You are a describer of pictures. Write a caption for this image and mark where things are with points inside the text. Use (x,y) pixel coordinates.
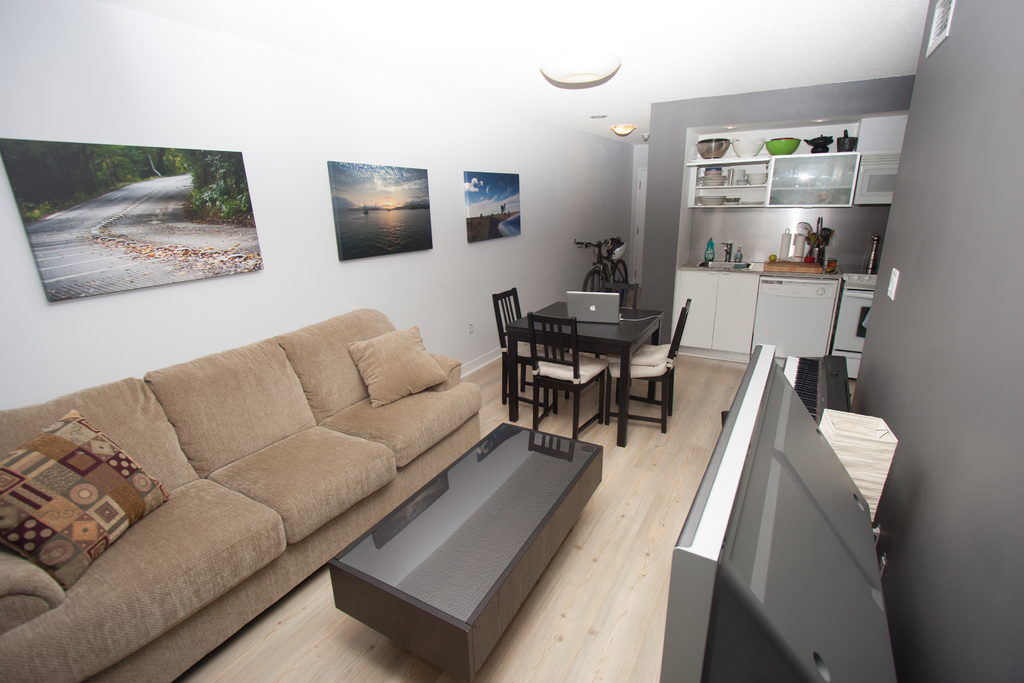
In this image it seems like it is a room (824,204) in which there is sofa (204,580), teapoy (499,563), dining table (592,332), television (803,463), cupboard (799,187), bowl (755,142), cycle (600,280). To the wall (248,86) there are photo frames (198,237). On the table (560,305) there is a laptop (596,302).
